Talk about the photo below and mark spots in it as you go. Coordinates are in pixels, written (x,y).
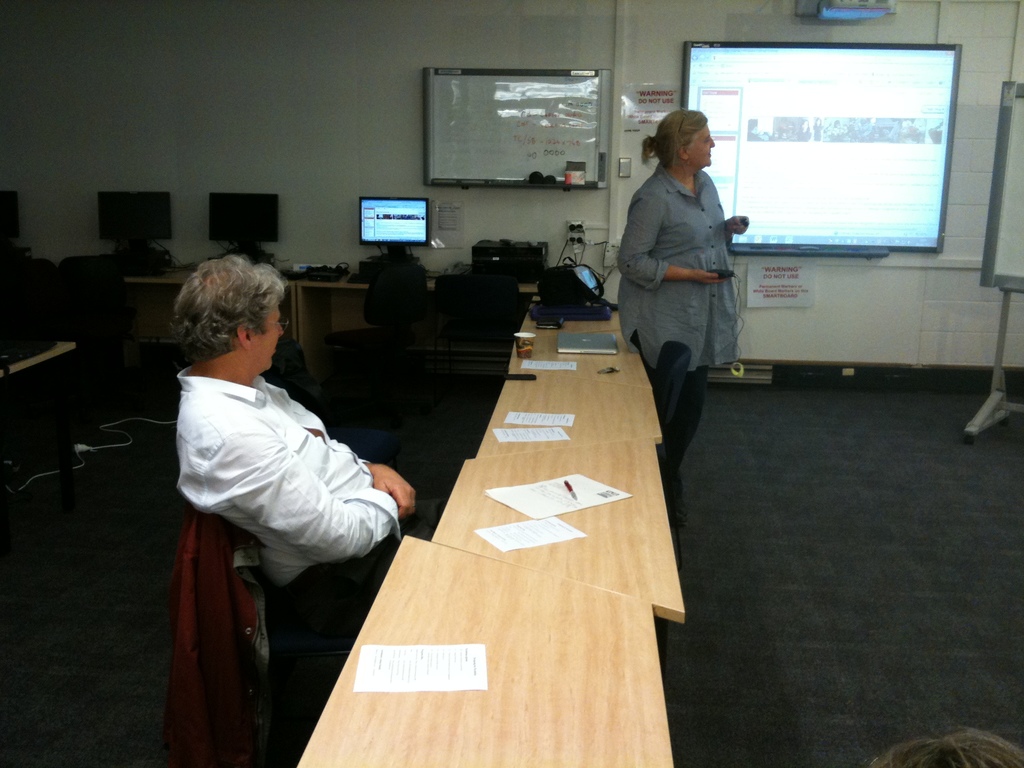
In the middle (571,449) there is a table (535,606) on that table (505,652) there is a paper (470,664), pen (566,487), cup (528,351), laptop (585,351) and some other items (588,306). On the left (260,490) there is a man (279,540) he wear white shirt (309,531) and trouser (364,568). On the right (714,224) there is a woman (676,261) she wear shirt (687,253) and trouser (688,417). On the right (916,227) there is a television (893,196) and white board (994,266). In the background (519,124) there is a white board (508,151), tables (293,284) and many systems (140,222).
